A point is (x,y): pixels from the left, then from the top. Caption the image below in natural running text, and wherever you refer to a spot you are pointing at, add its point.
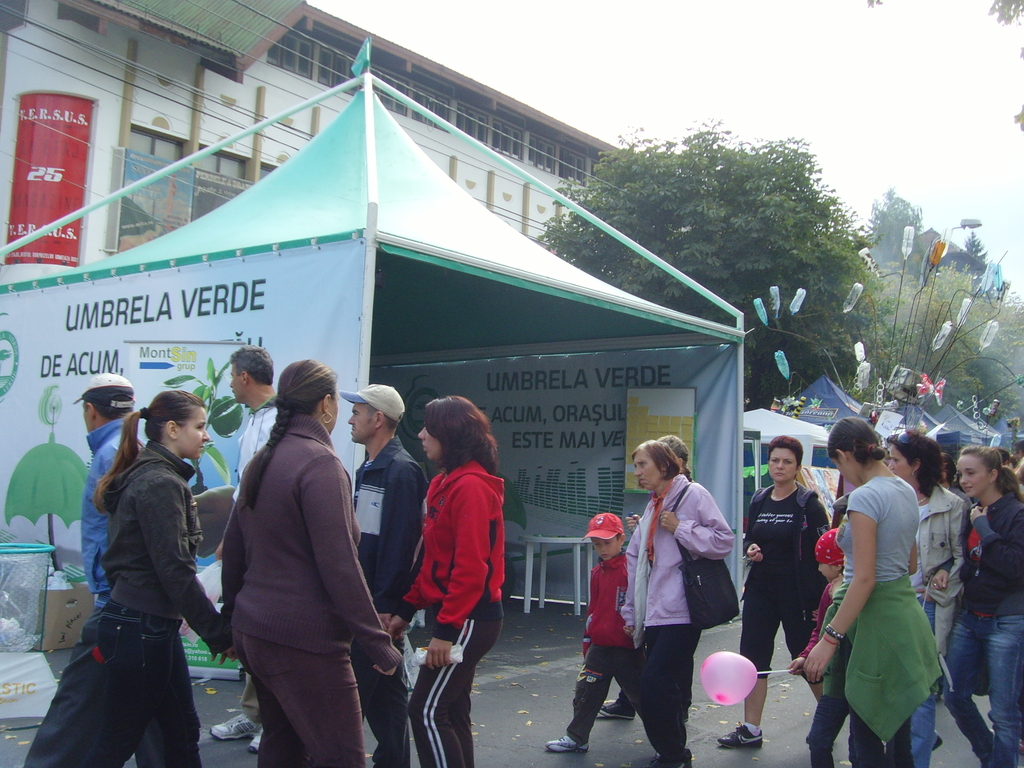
In this picture we can see trees (891,235), building (109,149), stalls (319,165), boards (212,355) and few objects (891,395). We can see people (909,669) walking on the road (807,725).
